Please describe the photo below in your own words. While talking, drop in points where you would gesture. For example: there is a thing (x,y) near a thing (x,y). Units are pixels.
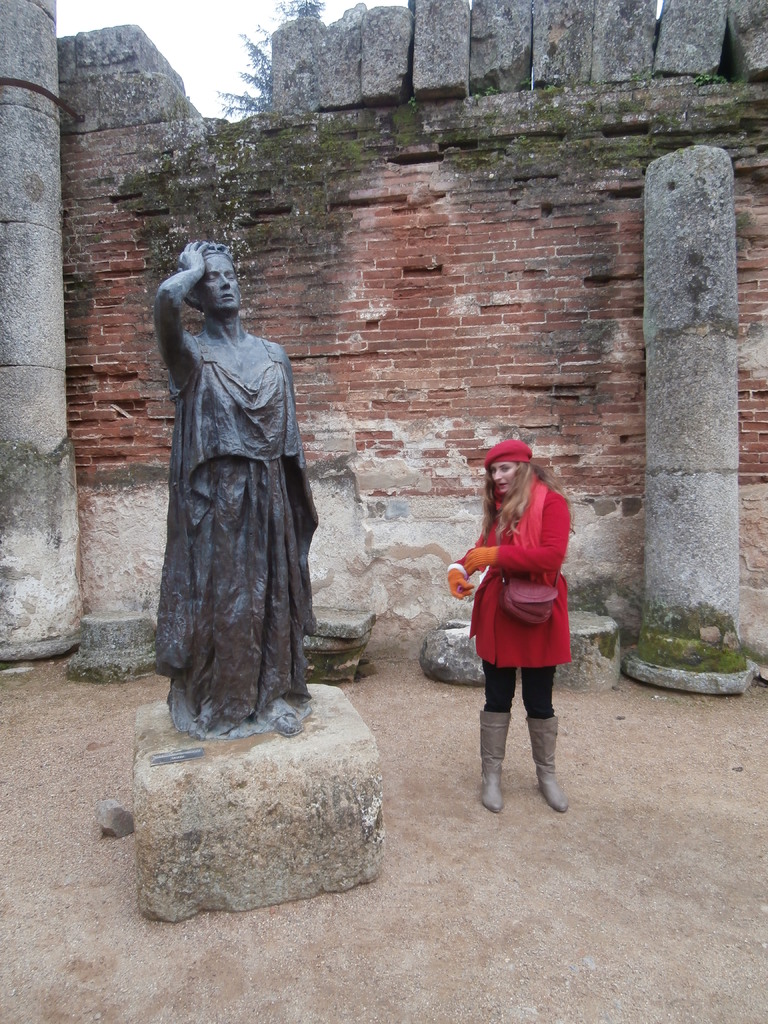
On the left (252,424) there is a sculpture (190,603). Towards right (530,719) we can see a woman (511,616) in red dress (521,629) standing. At the bottom (225,951) it is ground (77,958). In the middle (393,637) we can see an old construction (447,242). In the background (251,62) we can see tree (263,62) and sky (226,30).
